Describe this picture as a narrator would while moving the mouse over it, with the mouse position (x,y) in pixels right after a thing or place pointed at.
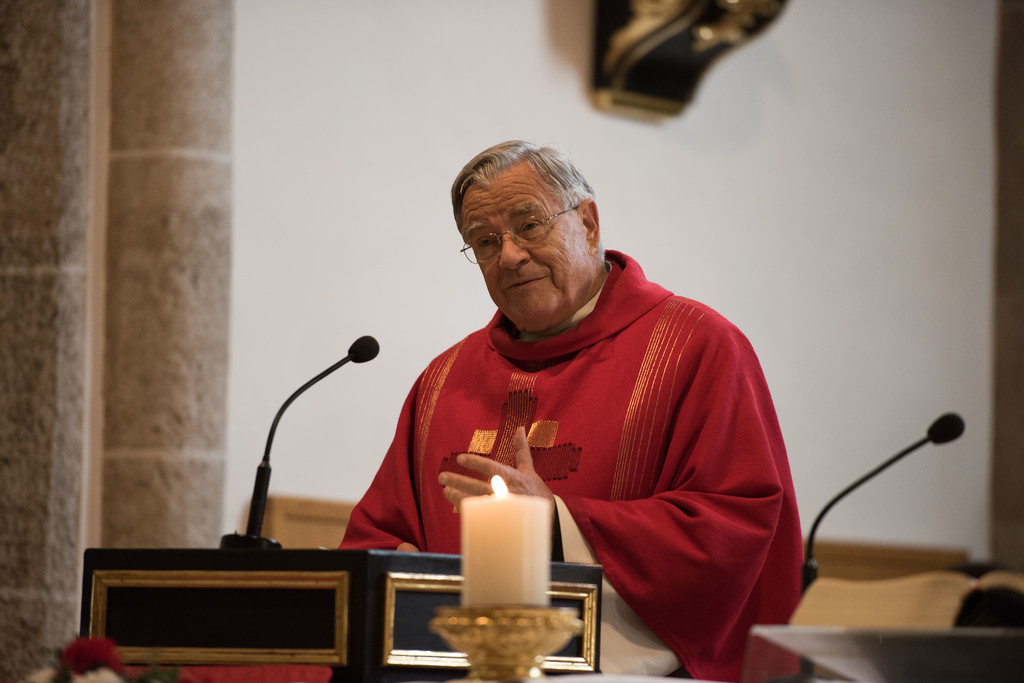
In the middle of the image (627,329), there is a person (584,184) in red color coat (496,363). In front of him, there is a mic (360,349) on stand (347,569) and there is a candle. Beside him, there is another mic (811,562). In the background (768,233), there is white wall (596,147).
